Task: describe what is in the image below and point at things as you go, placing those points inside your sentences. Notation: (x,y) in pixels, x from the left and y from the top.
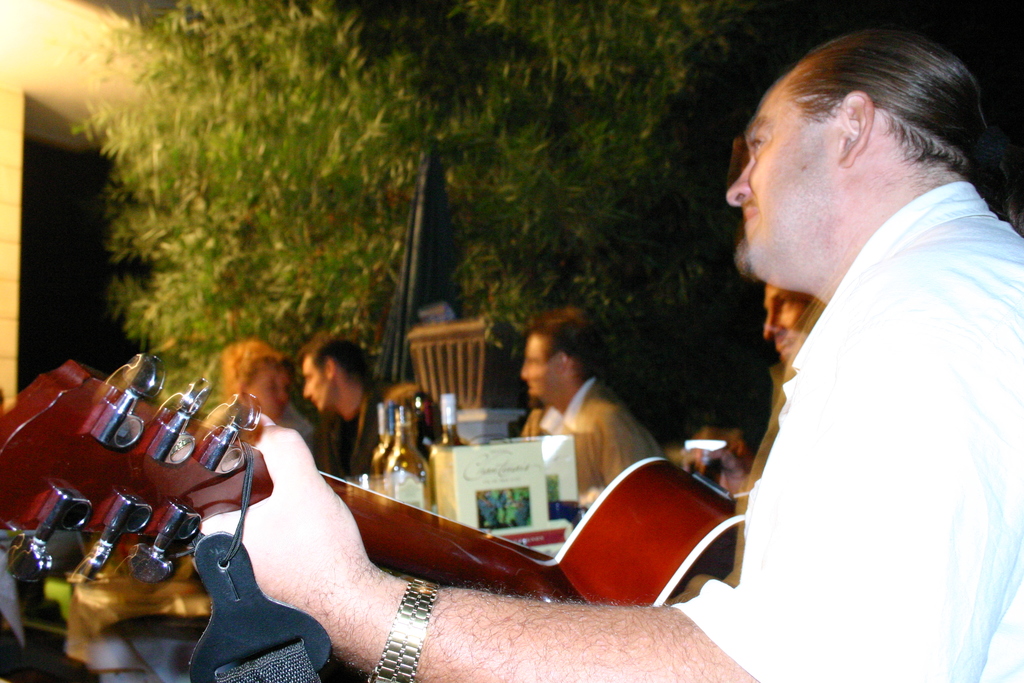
In the front (925,500) there is man (884,514) with white shirt (887,465). He is playing guitar (601,506). There is a watch (413,624) to his hand (376,649). And there are some people (612,408) sitting. There are some bottles (391,456) and two carry bags (505,478). And to the top (503,186) we can see a tree (409,192) and a black object (413,268).
